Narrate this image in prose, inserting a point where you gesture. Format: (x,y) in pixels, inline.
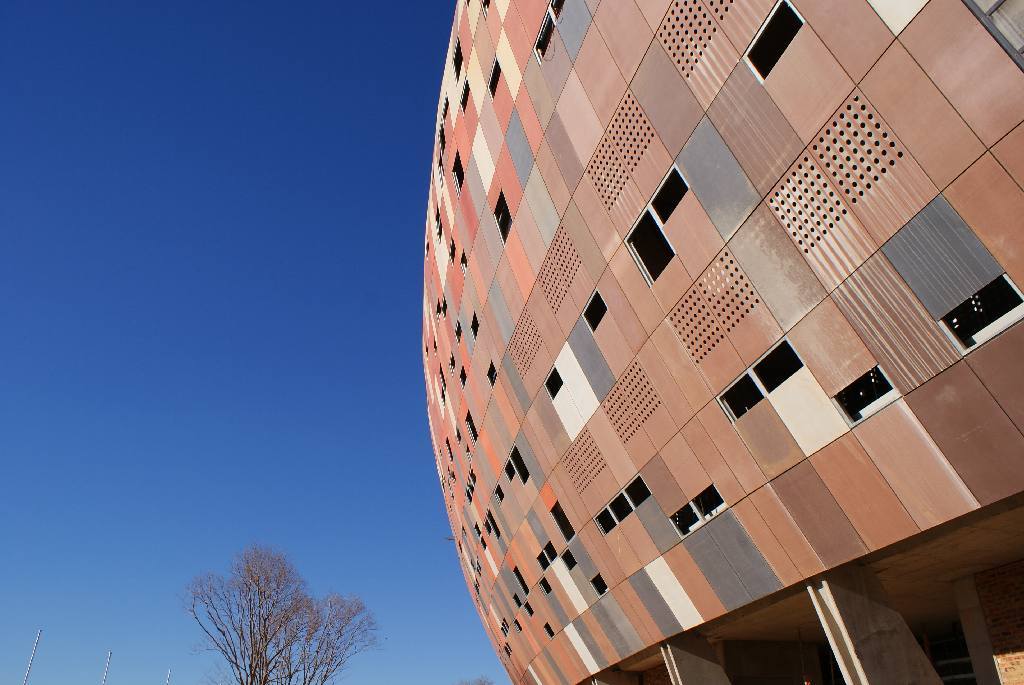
In this picture, it seems like a building (721,372) in the foreground area of the image (474,584), there are trees (312,621), poles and the sky (210,425) in the background (374,243).
